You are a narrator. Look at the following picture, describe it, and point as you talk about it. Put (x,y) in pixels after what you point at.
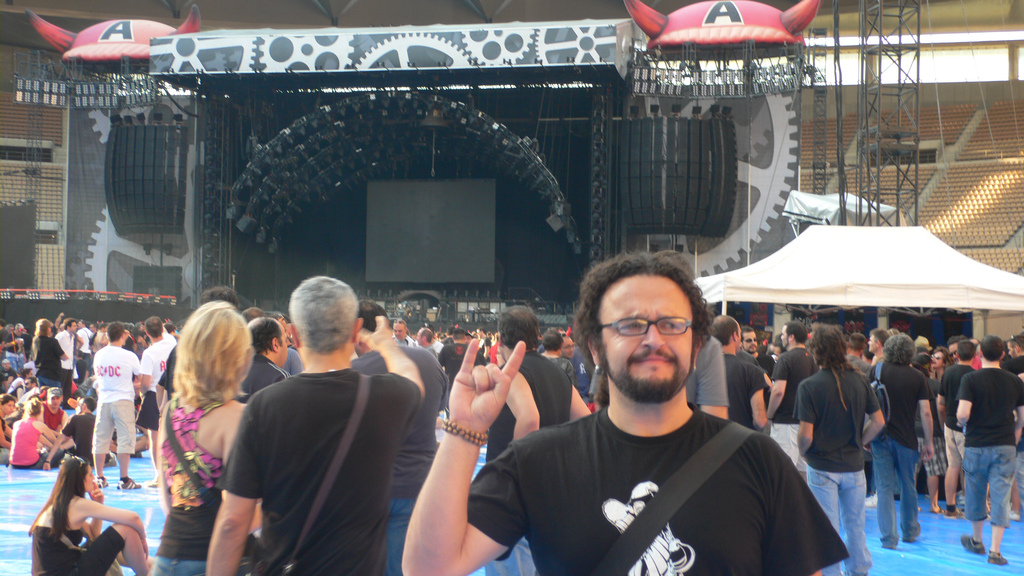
In this image there are so many people (382,459) standing in front of the stage (343,219), there are few focus lights (280,197) on the stage (513,170).
